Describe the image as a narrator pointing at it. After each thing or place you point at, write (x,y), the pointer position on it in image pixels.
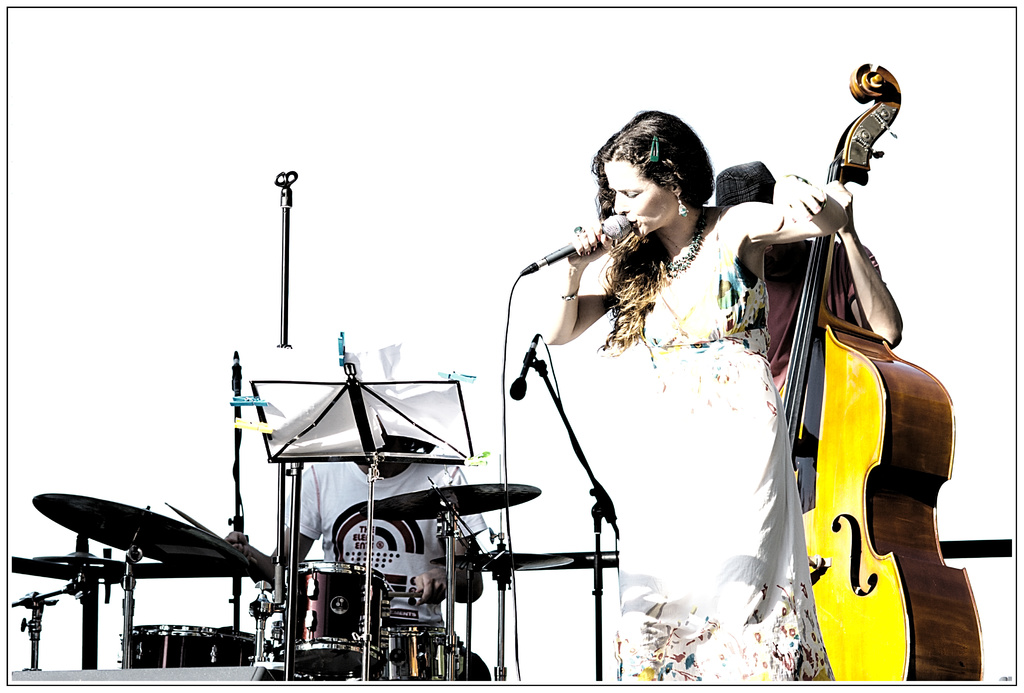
In this image I see a woman (612,279) in front (602,302) holding the mic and in the background (849,164) I see 2 persons (841,286), holding the musical instruments (918,672).
